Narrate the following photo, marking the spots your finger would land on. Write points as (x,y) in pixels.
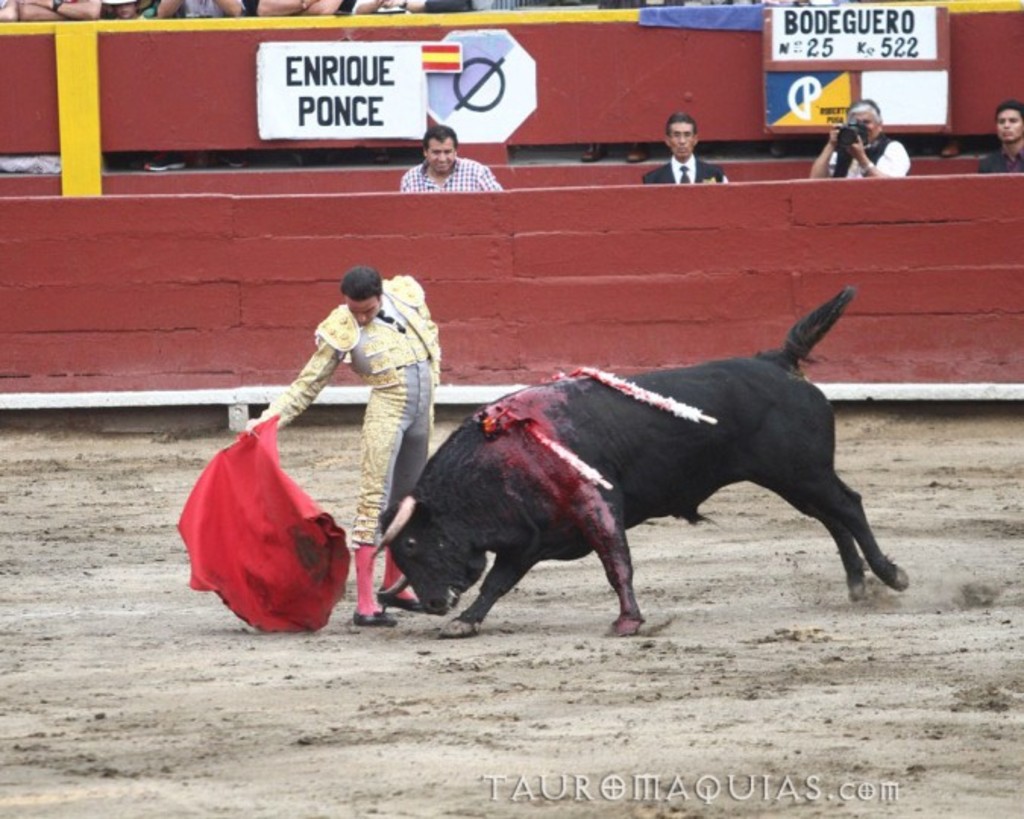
In this picture I can see a man (324,326) is standing and showing the red color cloth (278,549). In the middle (447,472) a bull (450,466) is running, it is in black color, at the back side (451,178) few people (434,184) are standing near this wall (359,195). On the right side (859,158) a man (894,143) is shooting with a camera (850,127), behind him there is a board (851,79) in white color.
